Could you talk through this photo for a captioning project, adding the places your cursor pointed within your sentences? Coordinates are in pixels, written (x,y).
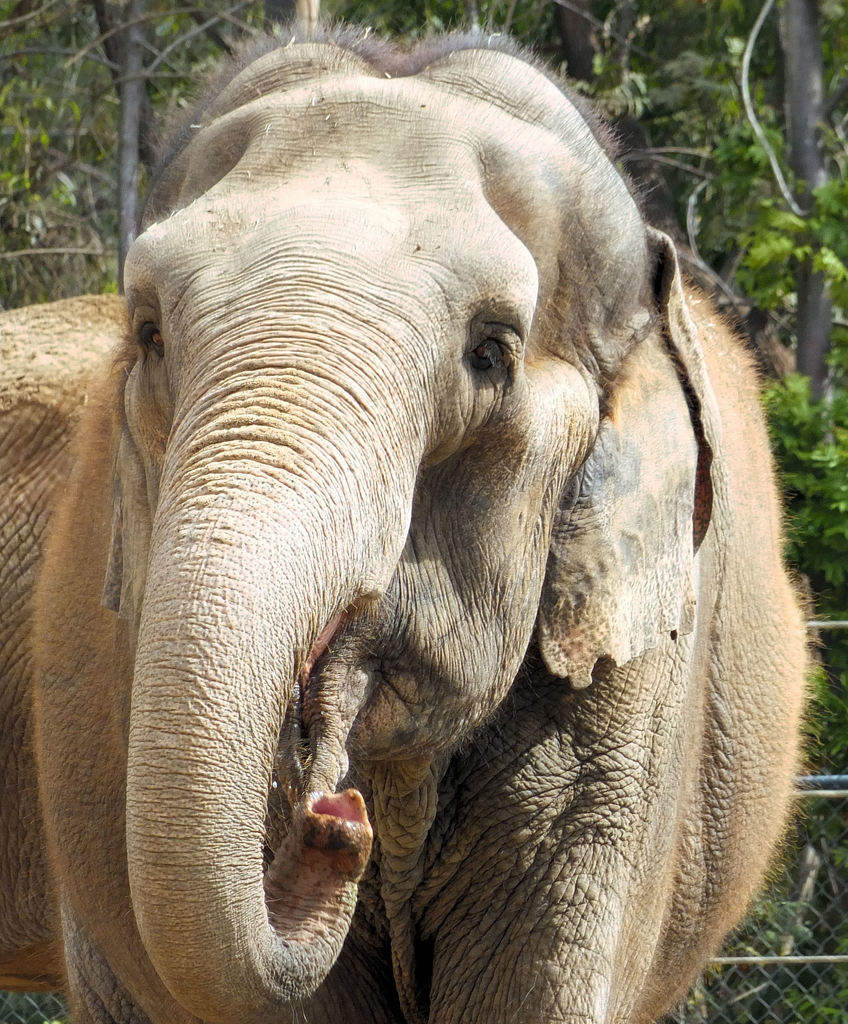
We can see elephants (594,800). On the background (828,869) we can see fence (803,929) and trees (750,31).
